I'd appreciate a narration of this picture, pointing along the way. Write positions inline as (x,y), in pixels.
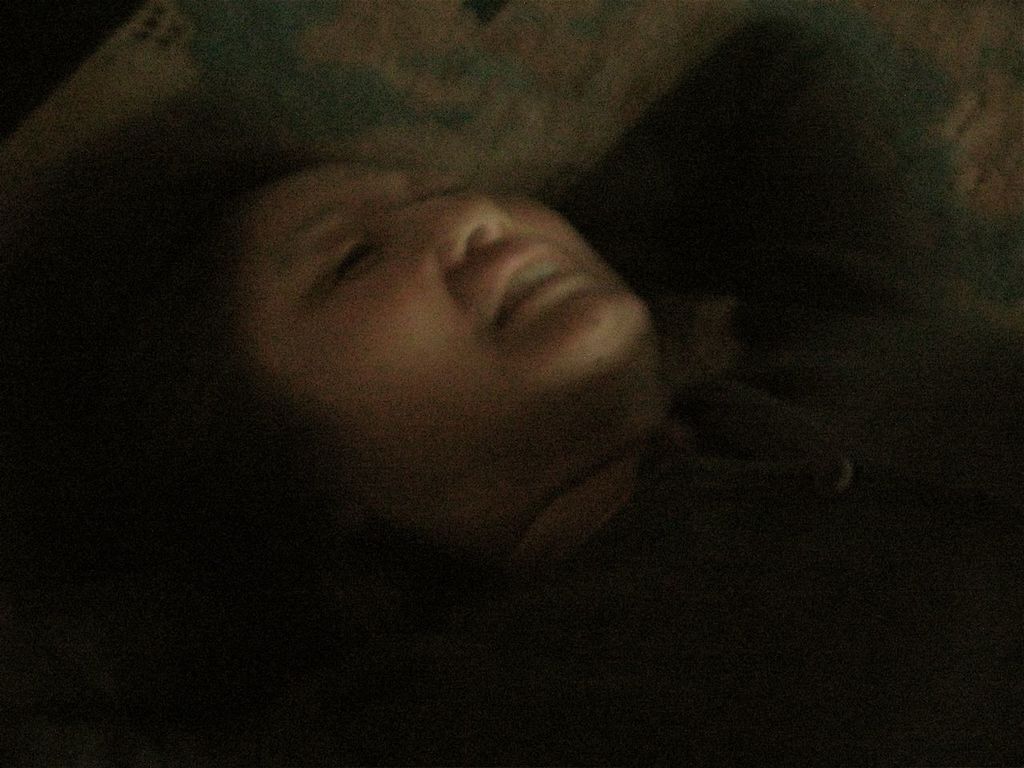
Here in this picture we can see a woman (356,349) laying on a bed (52,672), on a place over there.
